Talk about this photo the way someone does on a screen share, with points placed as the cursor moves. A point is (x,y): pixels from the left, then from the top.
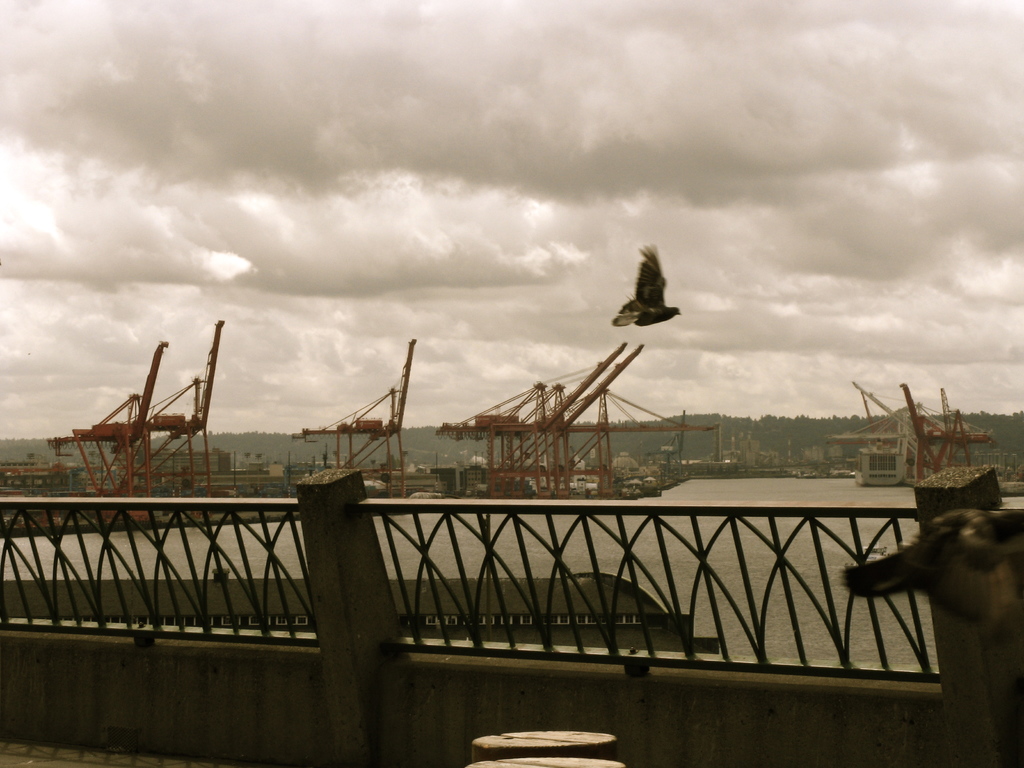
Completely an outside picture. Sky (794,143) is cloudy. A bird (650,272) is flying. This is a harbor (844,494). This is fence (877,510). Far there are number of trees (782,432).
